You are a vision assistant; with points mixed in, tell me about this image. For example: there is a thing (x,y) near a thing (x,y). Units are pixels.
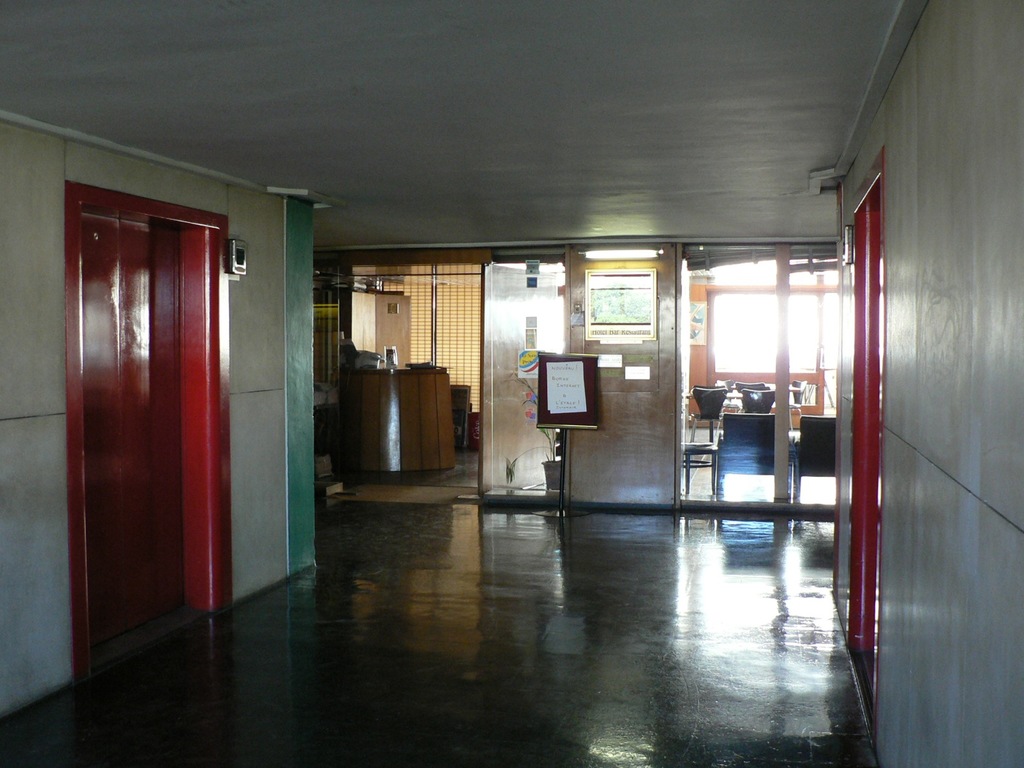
As we can see in the image there are doors (200,343), chairs (754,421), posters (549,391), windows (826,300) and white color wall (269,461). The image is little dark. There is a light (626,250) and fence (459,323).
